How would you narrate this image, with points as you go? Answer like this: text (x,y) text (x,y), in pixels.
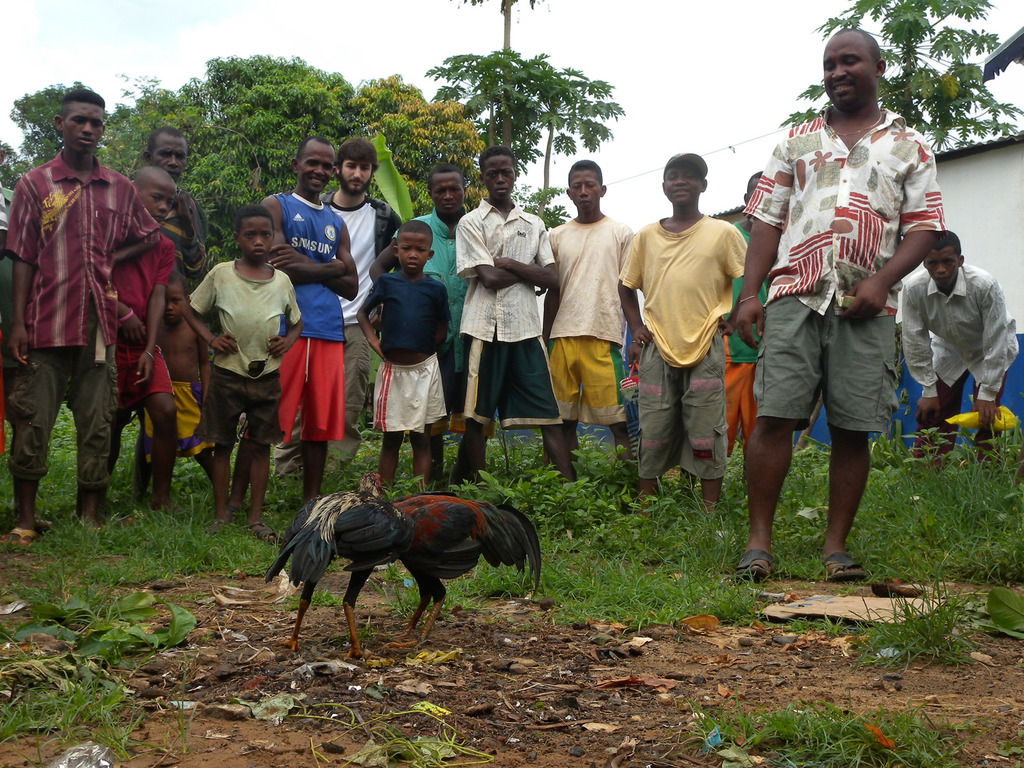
In this image we can see many people (429,326) standing. Also there are two cocks (434,545). On the ground (189,573) there is grass (599,464). In the back (360,125) there are trees (594,107) and sky (818,38). On the right side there is a building (744,218).
